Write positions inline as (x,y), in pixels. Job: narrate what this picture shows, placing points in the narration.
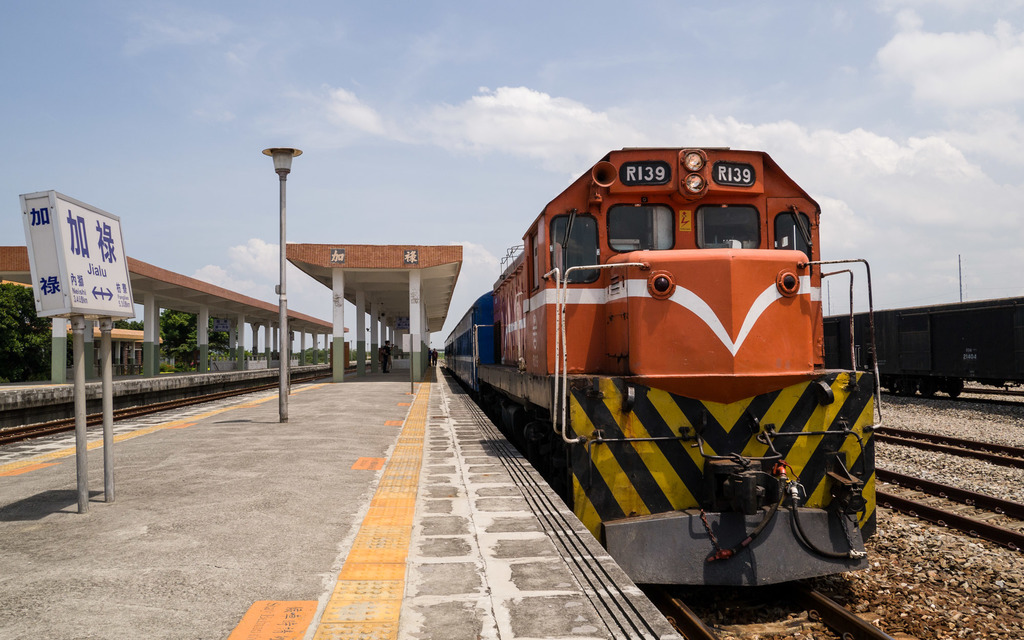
In this image we can see there are railway tracks (950,441) and there are trains (609,319) on the track (988,453). There are people (385,358) standing on the ground (356,385) and there is the shed (419,372) with pillars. And there is the sign board (86,286) attached to the pole (82,454). There are trees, light pole (276,159) and the cloudy sky (342,116).
